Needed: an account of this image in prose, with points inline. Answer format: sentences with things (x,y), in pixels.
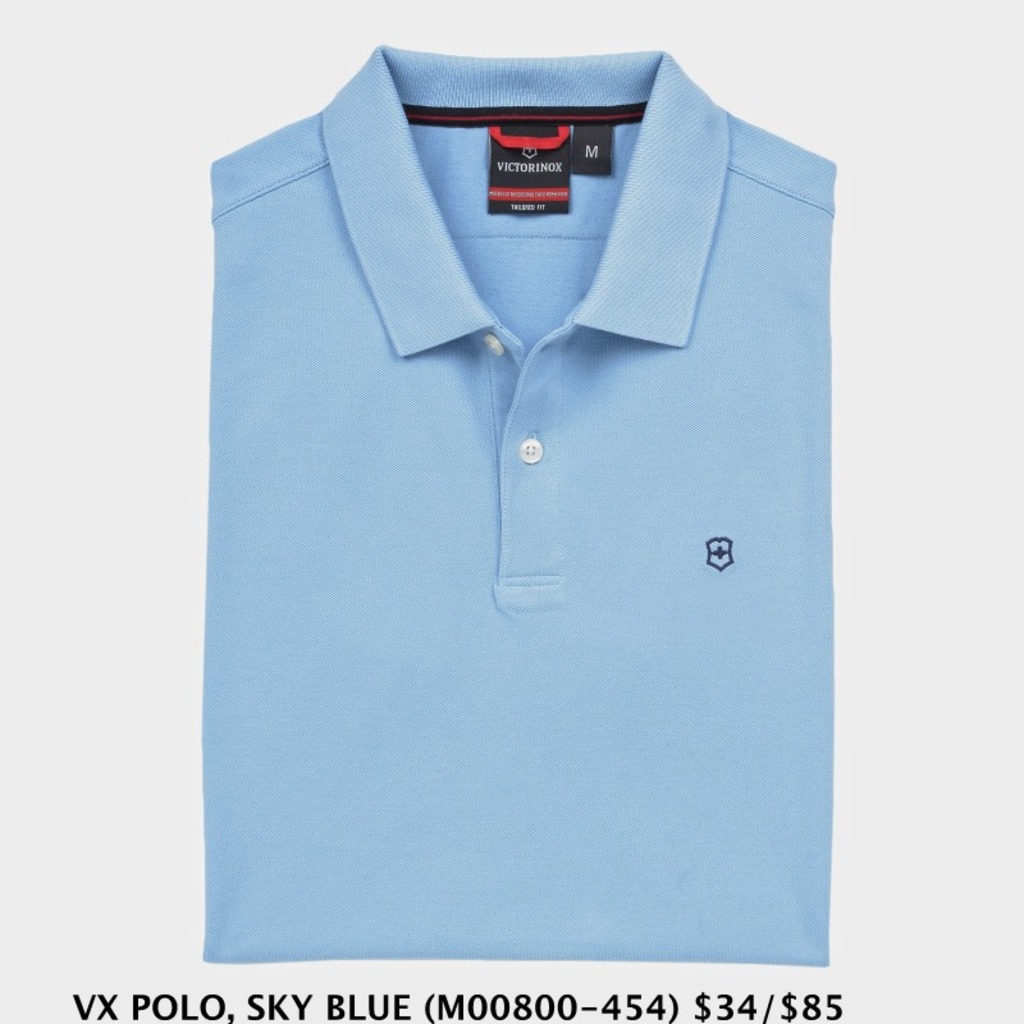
In the image there is a blue color folded t-shirt (716,585) with a size and brand tag (547,168) on it. Below the t-shirt (468,223) there is a brand, color and rate of the t-shirt (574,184) on the image.
